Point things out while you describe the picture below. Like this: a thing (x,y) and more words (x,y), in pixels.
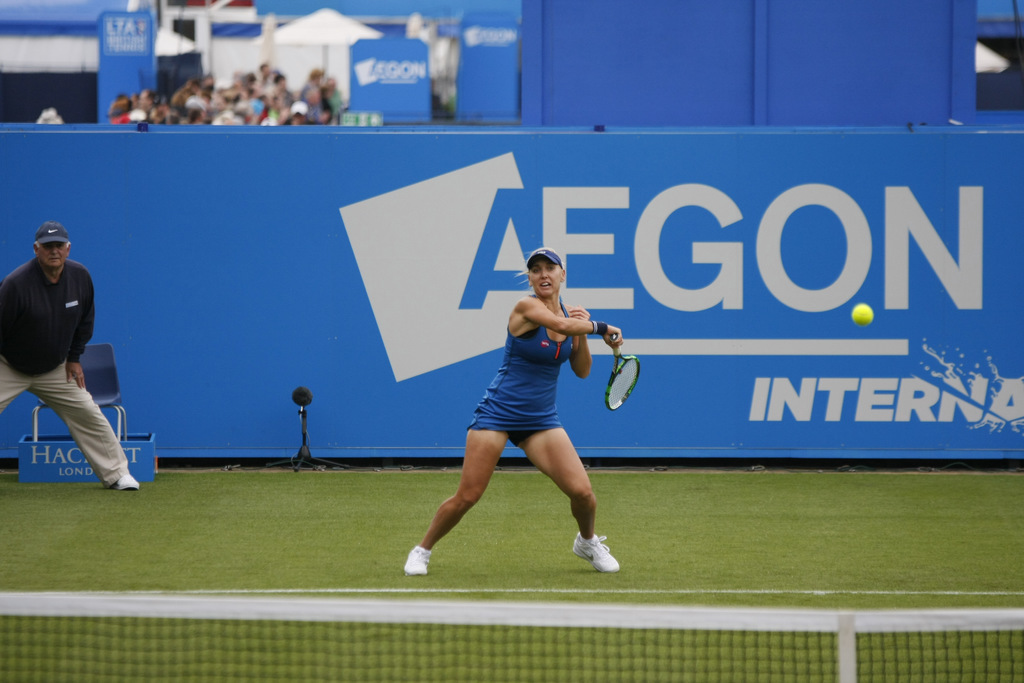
In this image we can see a woman (471,502) holding a racket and playing in the court (486,528). We can see net (447,635), banner (451,254) and few people (281,71) in the background (279,136).
